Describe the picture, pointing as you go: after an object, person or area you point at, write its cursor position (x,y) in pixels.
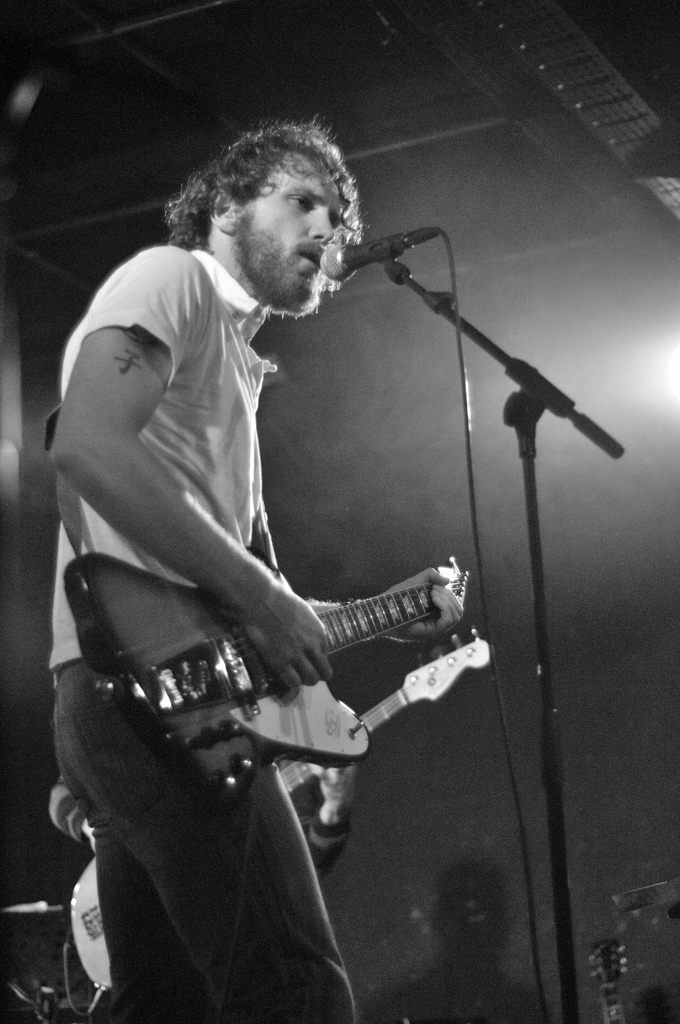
Man (270,624) playing guitar (303,746) and this is microphone (368,258).
